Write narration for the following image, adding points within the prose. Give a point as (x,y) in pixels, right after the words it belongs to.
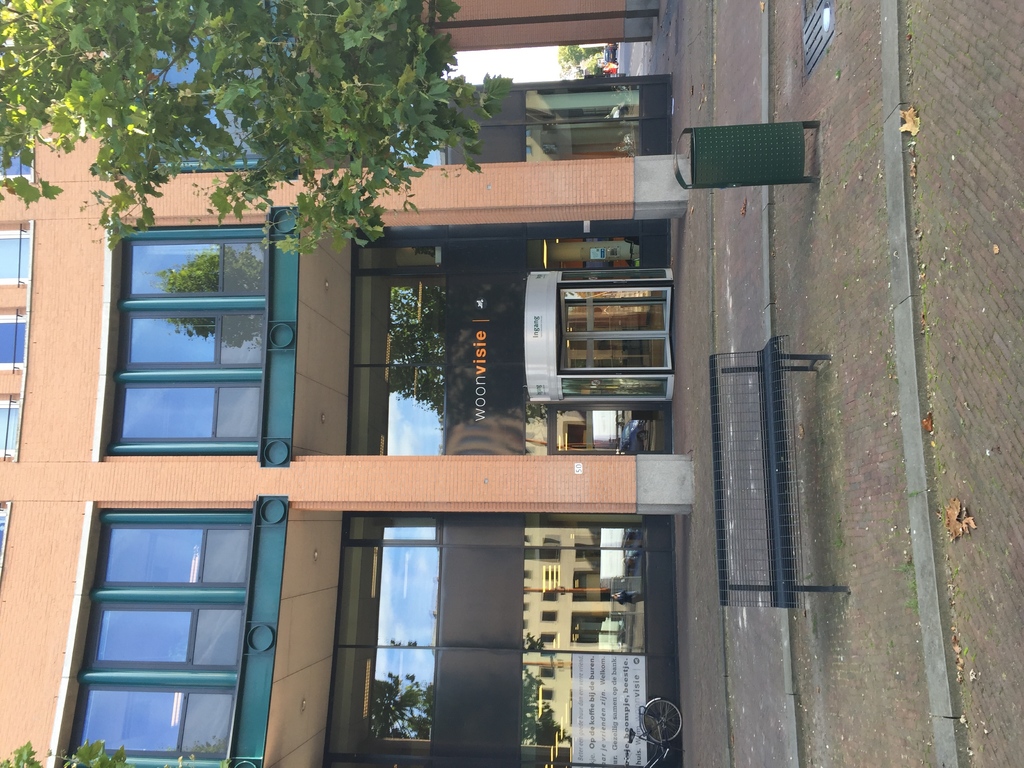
As we can see in the image there is a building (668,97), dustbin (760,124), bench (780,418), tree (442,95) and a banner (615,714).
